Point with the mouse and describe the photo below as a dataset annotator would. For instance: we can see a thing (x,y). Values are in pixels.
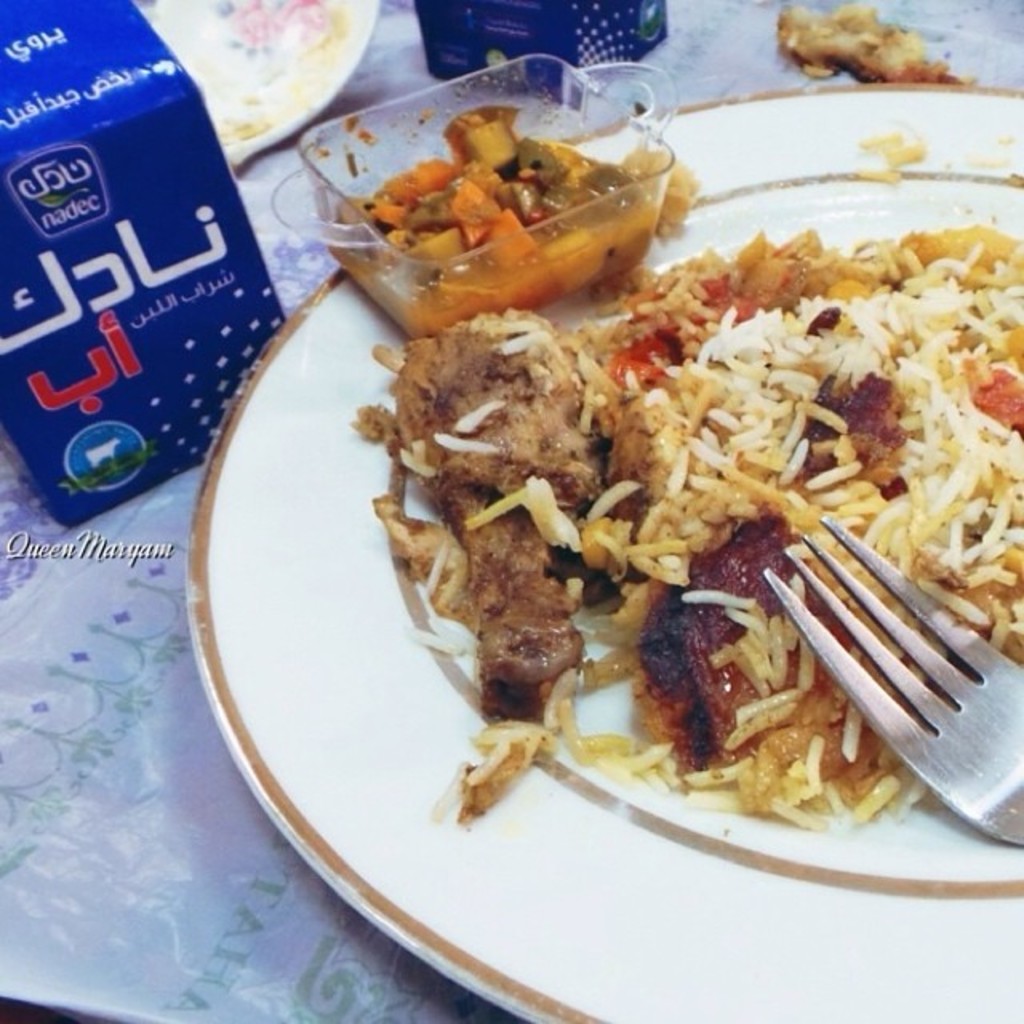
In this image I can see the food (516,590) in the plate (355,598) and I can also see the fork (901,624). In the background (180,316) I can see the box (119,294) in blue color.
